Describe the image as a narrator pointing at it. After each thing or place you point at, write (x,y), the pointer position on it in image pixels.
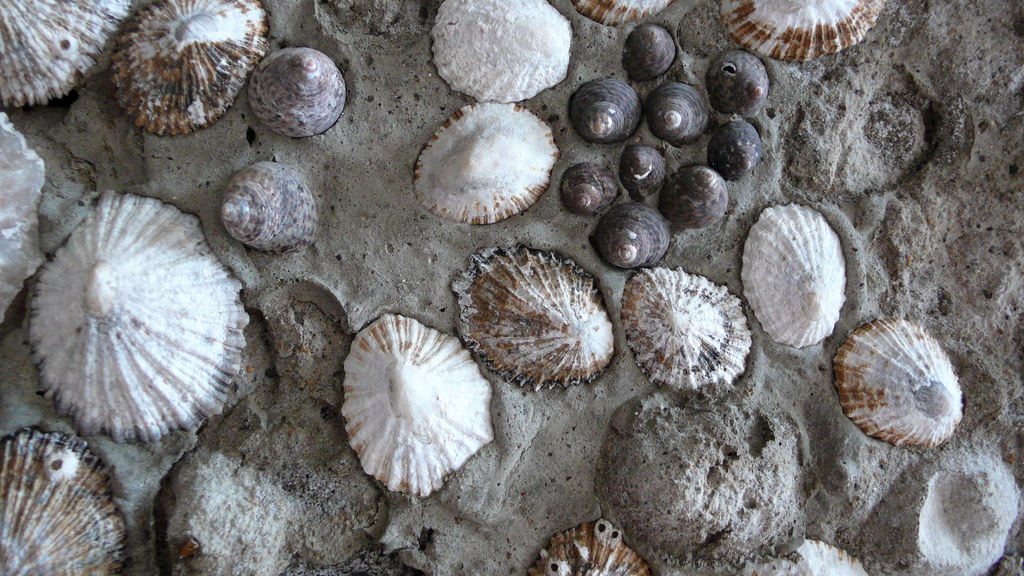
In the picture we can see a sand (387,524) on it, we can see different kinds of shells (572,350) with different colors like white, black and brown.
